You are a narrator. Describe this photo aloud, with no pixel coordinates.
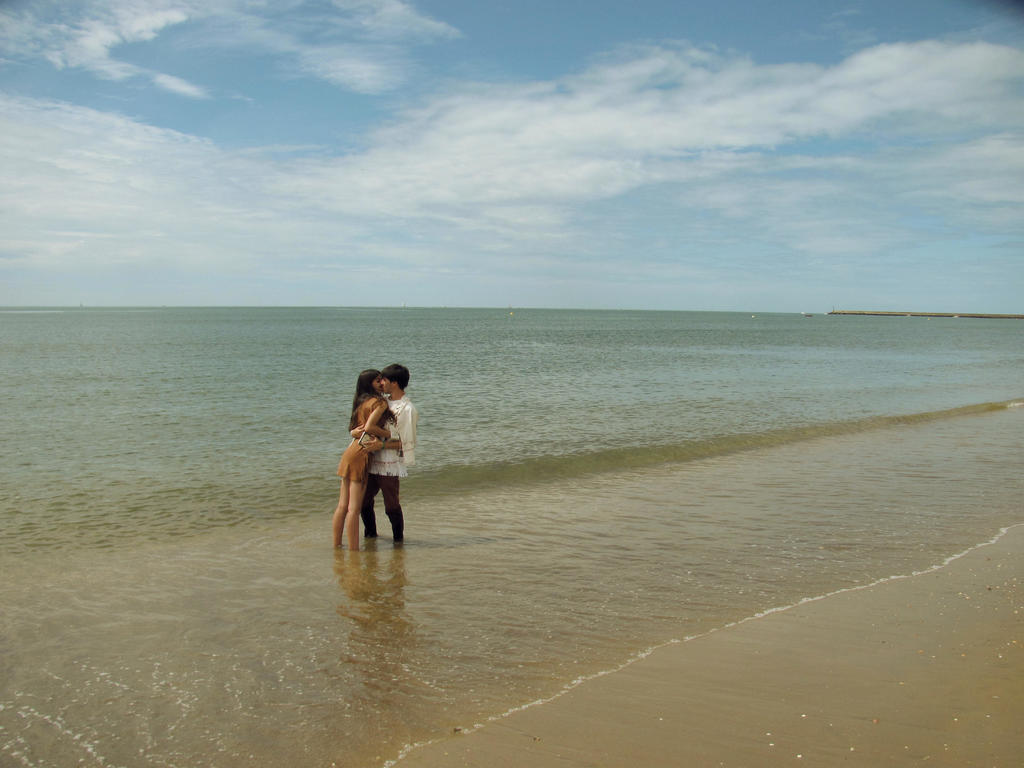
In the picture we can see a man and woman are standing and kissing each other.
